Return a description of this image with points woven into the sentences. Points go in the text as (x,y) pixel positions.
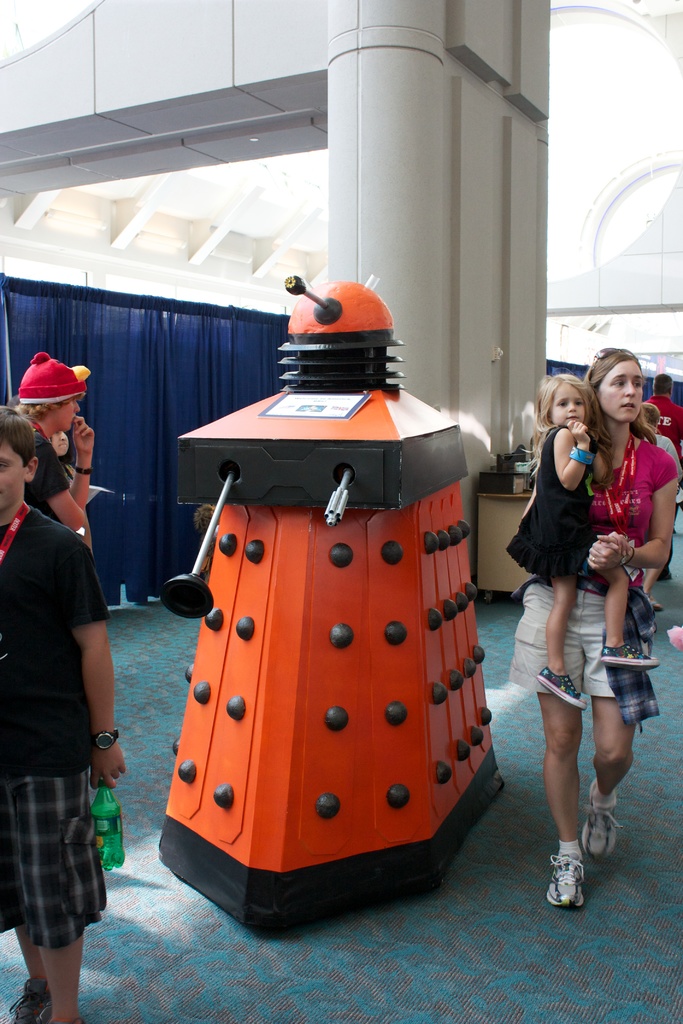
In this picture we can see an orange and a black object (320,788) on the ground (379,913). There is a woman (611,408) carrying a baby (571,545) in her hand (599,553) and walking on the ground (278,949). We can see a person (60,858) holding a bottle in his hand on the left side (62,769). There are a few people (60,483) visible at the back (78,416). We can see a blue curtain (260,343) on the left side (213,343). A pillar (401,125) is visible at the back (480,251).
